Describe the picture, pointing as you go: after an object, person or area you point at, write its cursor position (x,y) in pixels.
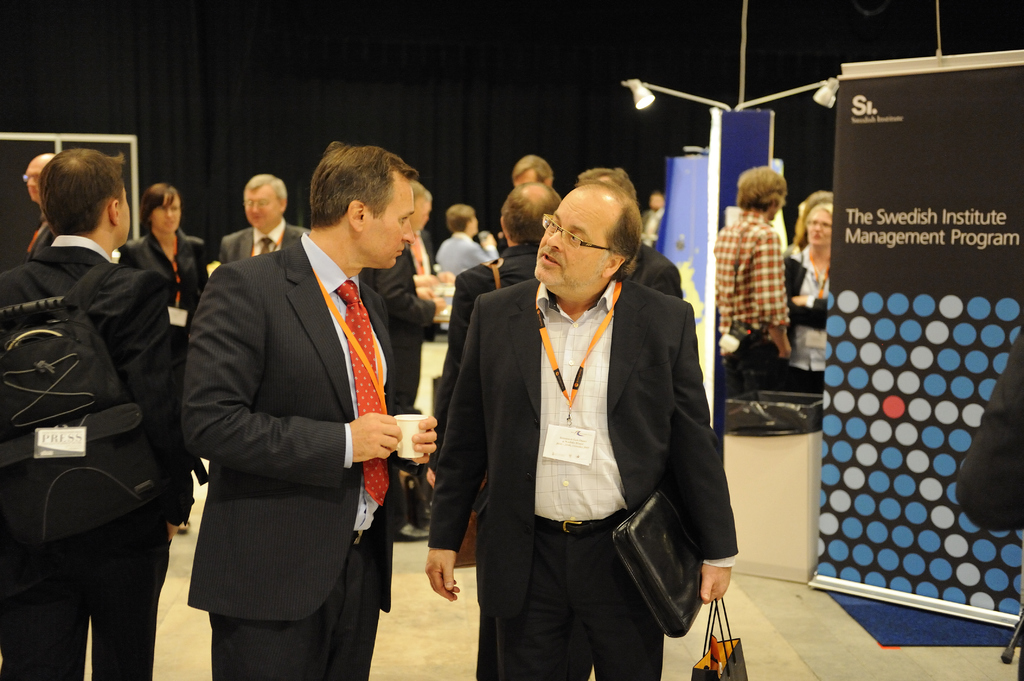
In this image we can see two men (716,470) are standing. One man (294,556) is wearing black color coat (331,510) with pant (325,634), blue shirt (340,300), red tie (357,360) and holding cup (405,430) in his hand (397,441). The other man (530,465) is wearing suit (591,538) with white shirt (577,506), ID (570,426) in his neck (586,302) and holding file (672,592) and carry bag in his hand (715,582). We can see one banner (937,241) on the right side of the image (918,493). There are so many people (464,213) standing at the background of the image (192,213) and black color curtain (269,102) is there. One man (109,250) is standing on the left side of the image (129,327), he is wearing suit (141,391) and carrying black color bag (83,460).
